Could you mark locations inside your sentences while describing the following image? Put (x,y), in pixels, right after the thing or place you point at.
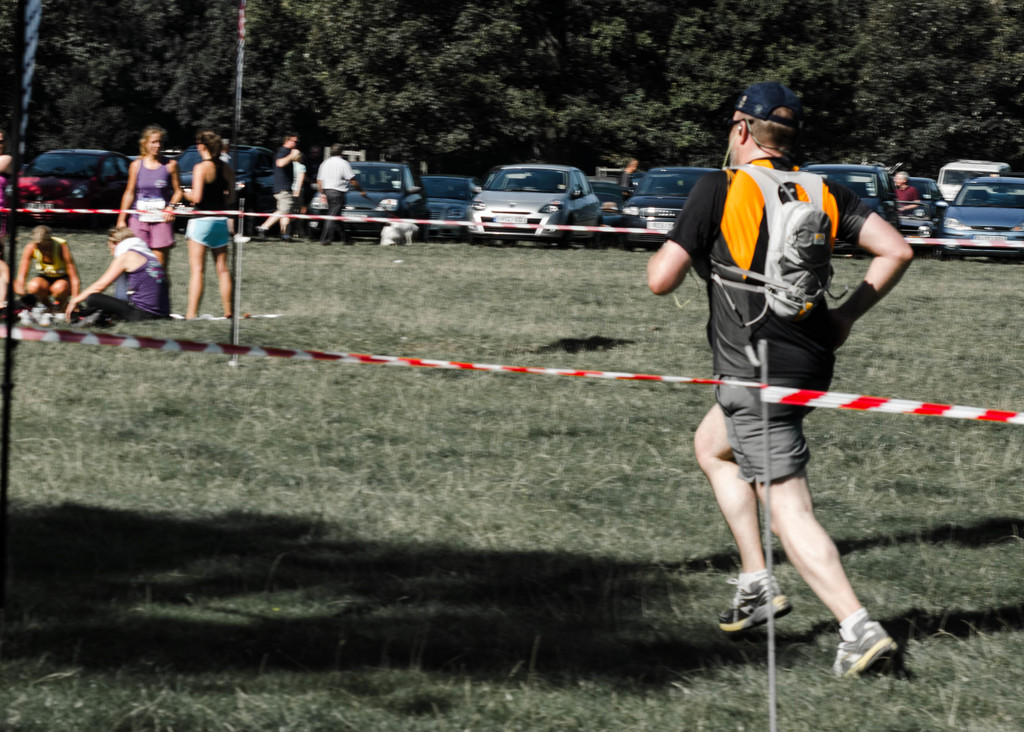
In this image I can see the person (881,279) with the dress (737,184) and cap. I can see the ribbon (775,394) and poles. In the background (145,243) I can see few more people (149,227) with different color dresses (158,243), many vehicles (443,185) and the trees (511,50).
